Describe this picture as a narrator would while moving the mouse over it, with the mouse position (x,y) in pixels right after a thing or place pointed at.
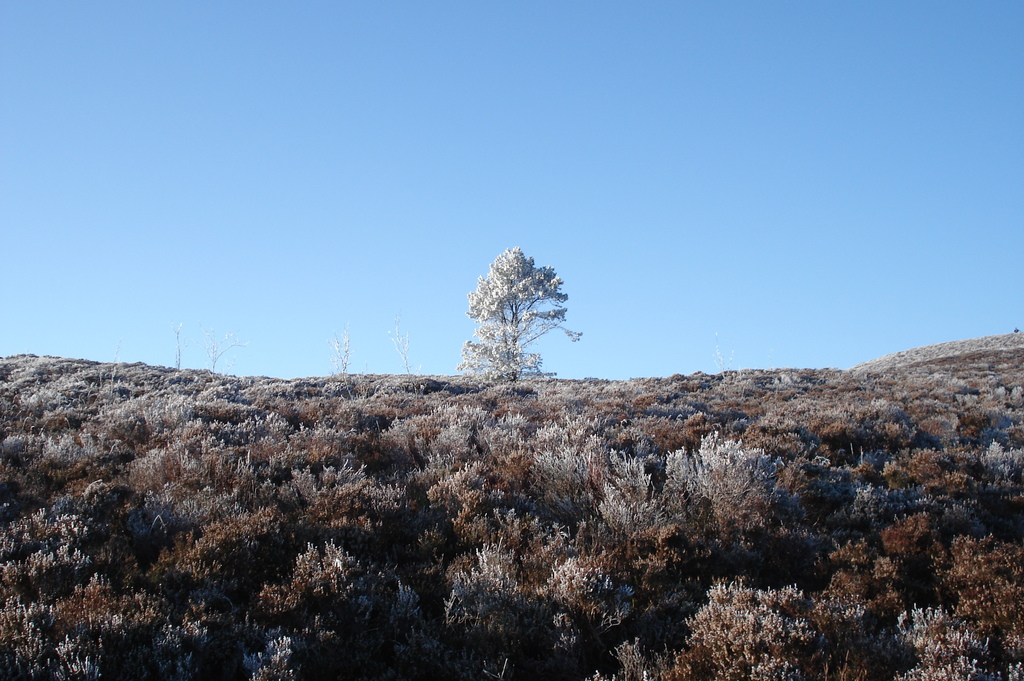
In this image I can see few dry trees (523,334). They are in brown and white color. The sky (488,128) is in blue color.
